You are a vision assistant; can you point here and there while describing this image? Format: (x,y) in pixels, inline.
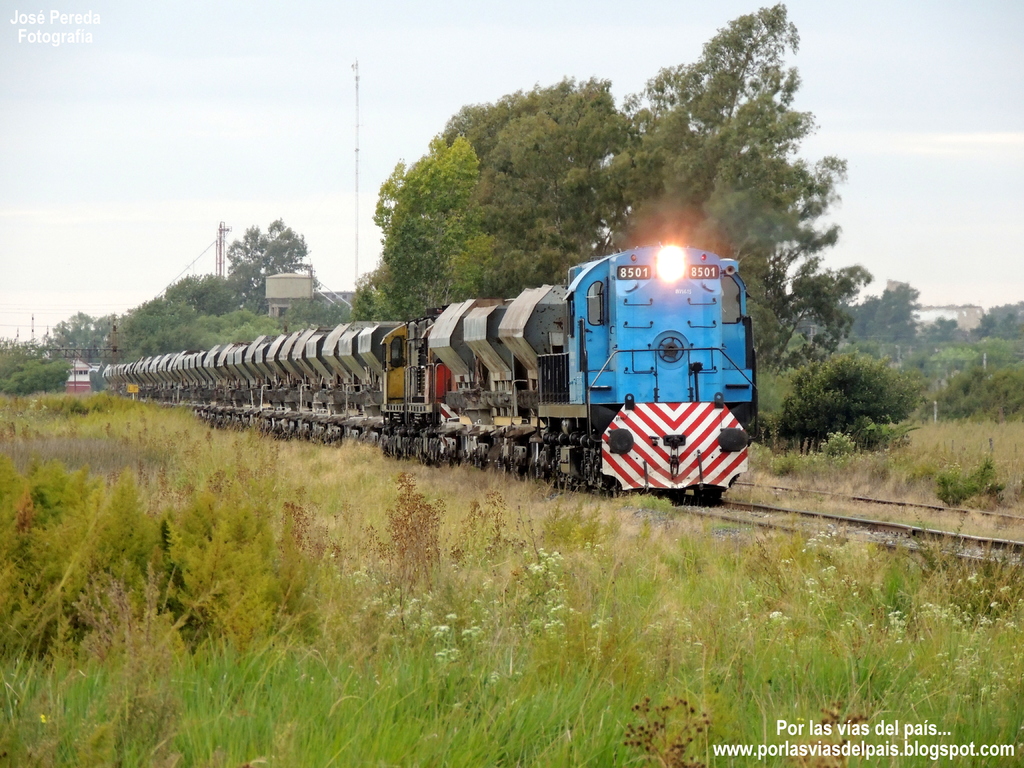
The image is taken from some website, there is a train (536,368) on the track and around the train (566,372) there is a lot of greenery (652,178).
